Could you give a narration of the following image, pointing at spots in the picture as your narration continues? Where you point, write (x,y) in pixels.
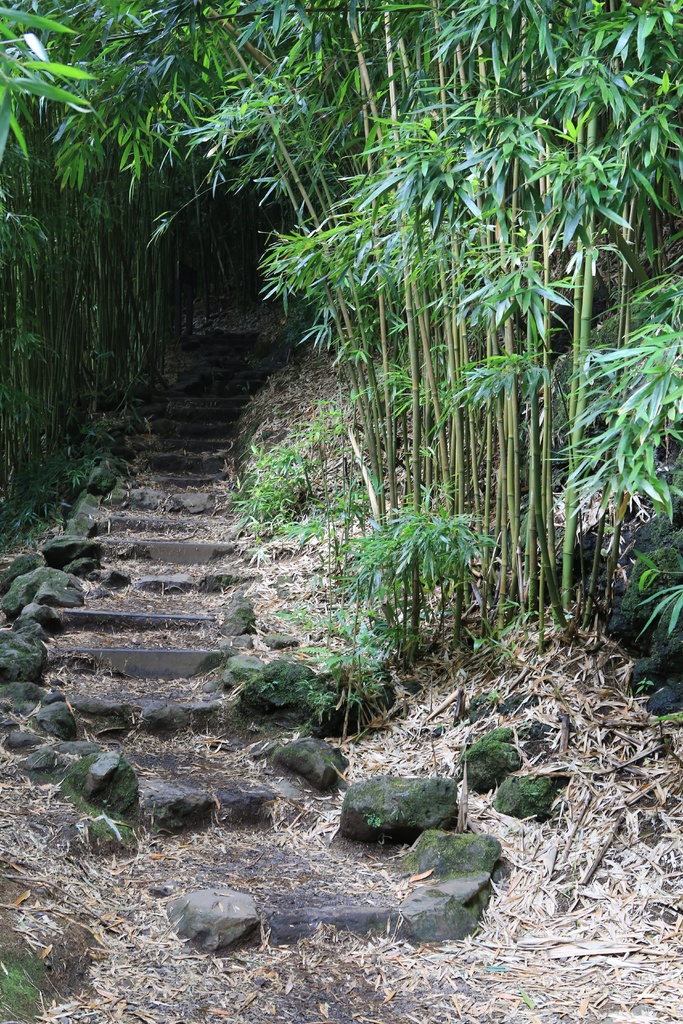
In this image we can see stairs (225,526). To the both sides of the stairs (223,361) plants (356,265) are there.
